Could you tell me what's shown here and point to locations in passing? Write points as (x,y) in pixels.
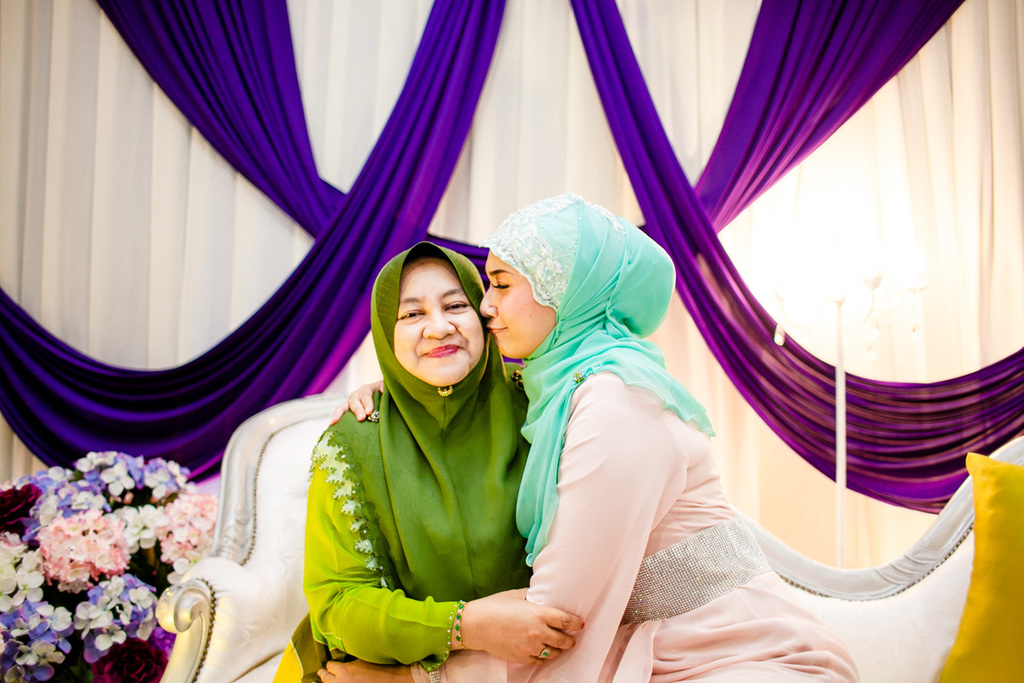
In this picture we can see two women (463,485), behind them we can see few flowers (159,466), curtains (360,348) and lights (848,249).
